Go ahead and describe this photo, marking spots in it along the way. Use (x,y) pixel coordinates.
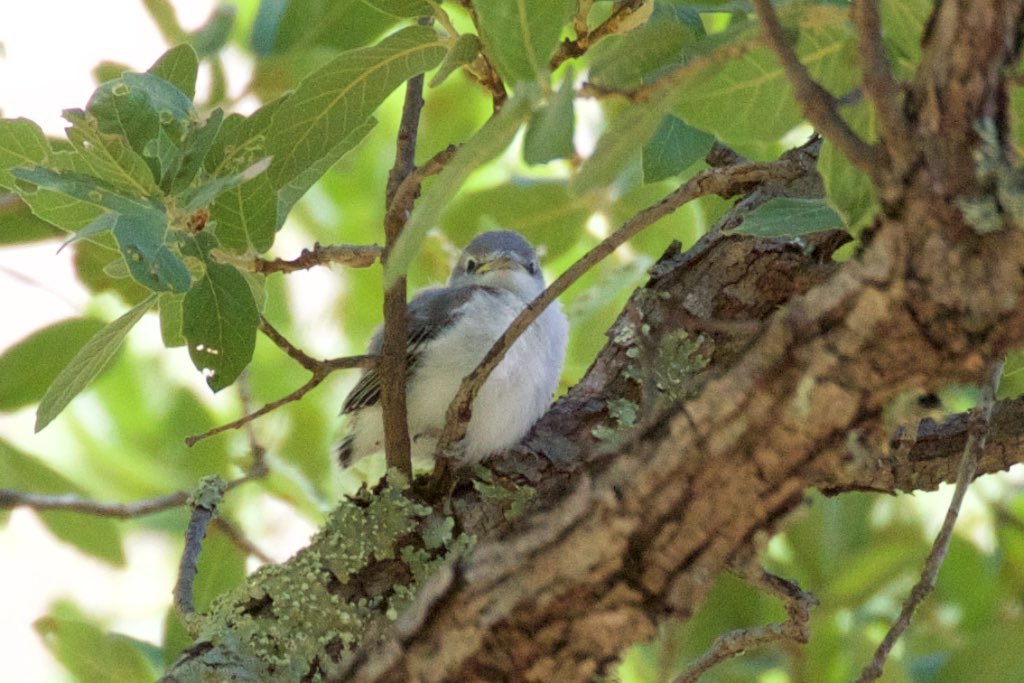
In this image in the front (552,345) there is a tree trunk (625,450) and there is a bird (466,357) standing on the tree trunk (573,446) and there are leaves (828,641).
